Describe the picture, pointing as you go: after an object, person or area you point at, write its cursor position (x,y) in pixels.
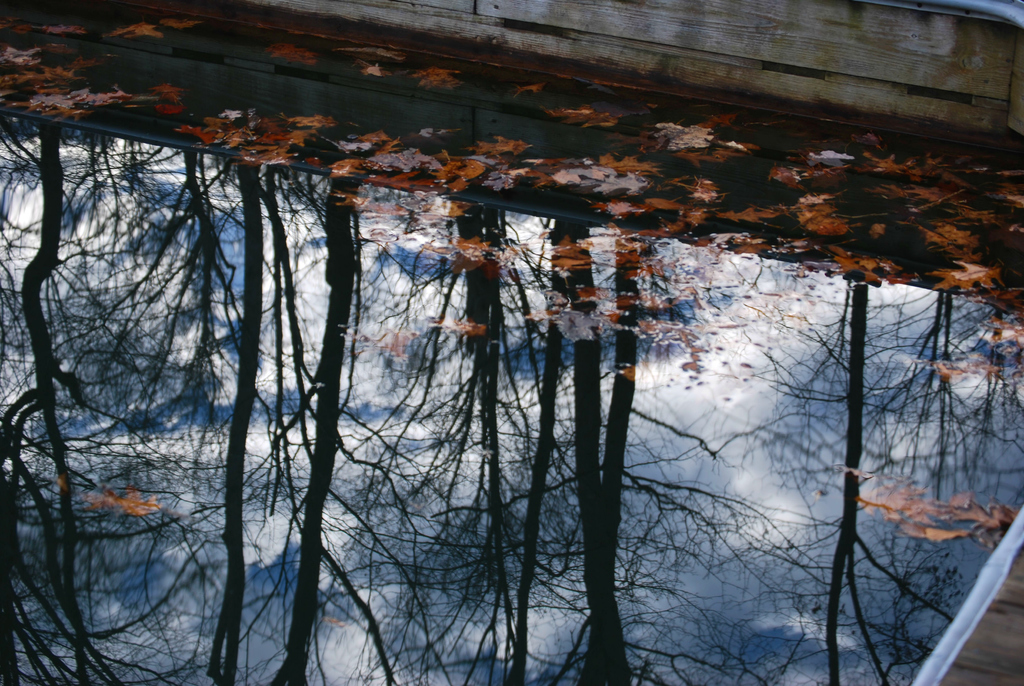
In this image we can see the water (467,340), leaves (953,274) and we can also see the trees (228,526) in reflection.
